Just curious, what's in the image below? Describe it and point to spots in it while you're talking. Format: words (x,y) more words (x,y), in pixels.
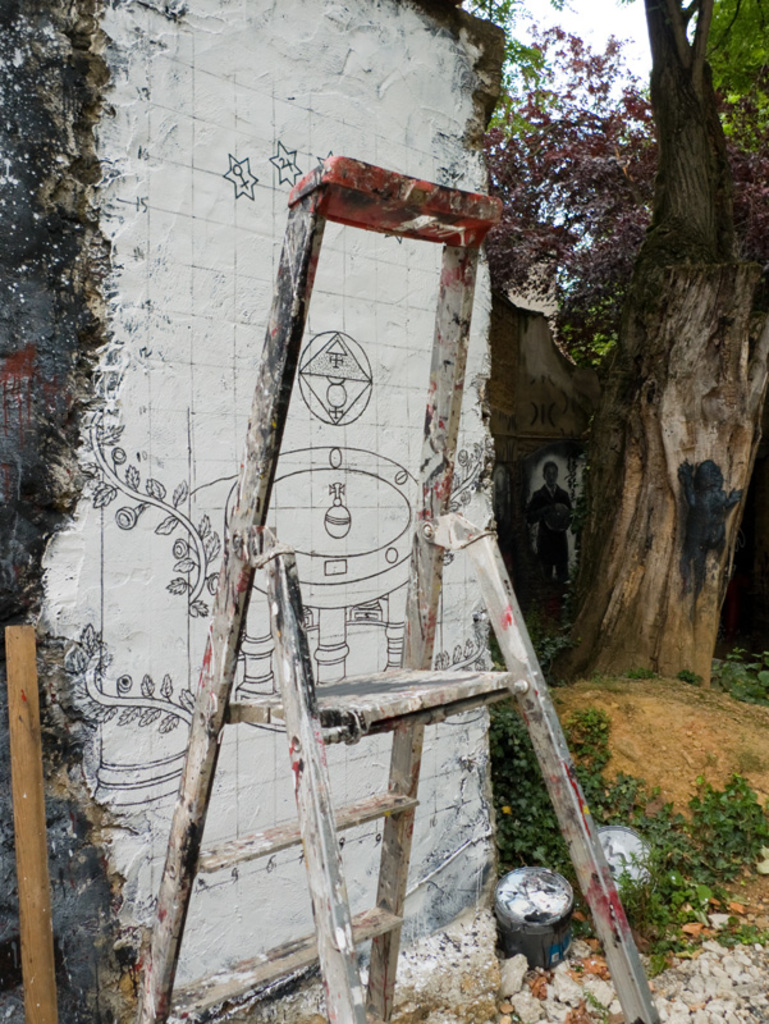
In this image we can see a ladder (323,821). In the background (326,598) there is a wall (351,631) and we can see painting (108,678) on the wall (115,643). There are trees (765,181) and we can see the sky (558,71).
